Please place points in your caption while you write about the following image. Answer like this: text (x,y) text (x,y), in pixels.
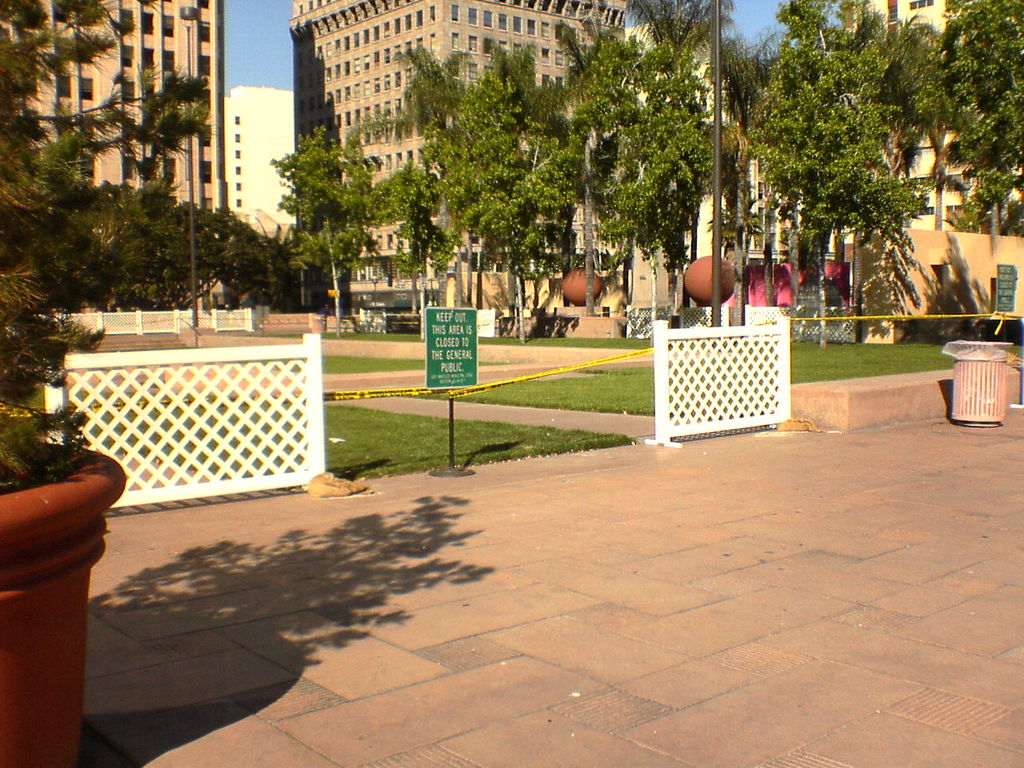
In this image, we can see buildings (594,11), trees (452,159), poles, boards (434,309), fences (323,427), flower pots (75,474) and we can see a bin (974,387) and some other objects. At the top (275,77), there is sky (282,64) and at the bottom (505,536), there is ground (485,433) and a road (453,507).
